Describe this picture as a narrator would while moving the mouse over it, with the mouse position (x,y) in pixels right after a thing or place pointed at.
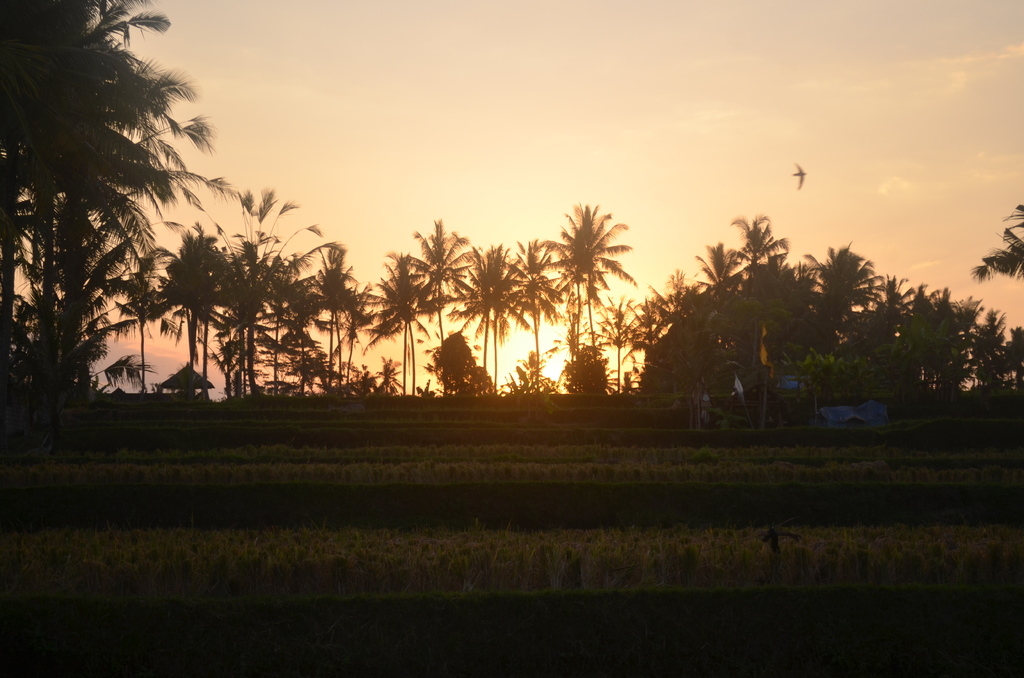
This image is taken in the evening time. At the top of the image (352,90) I can see the sky (438,87), at the bottom of the image (652,549) I can see crops (523,533) and grass (274,506). I can see trees (289,205) in the center of the image (473,362).
